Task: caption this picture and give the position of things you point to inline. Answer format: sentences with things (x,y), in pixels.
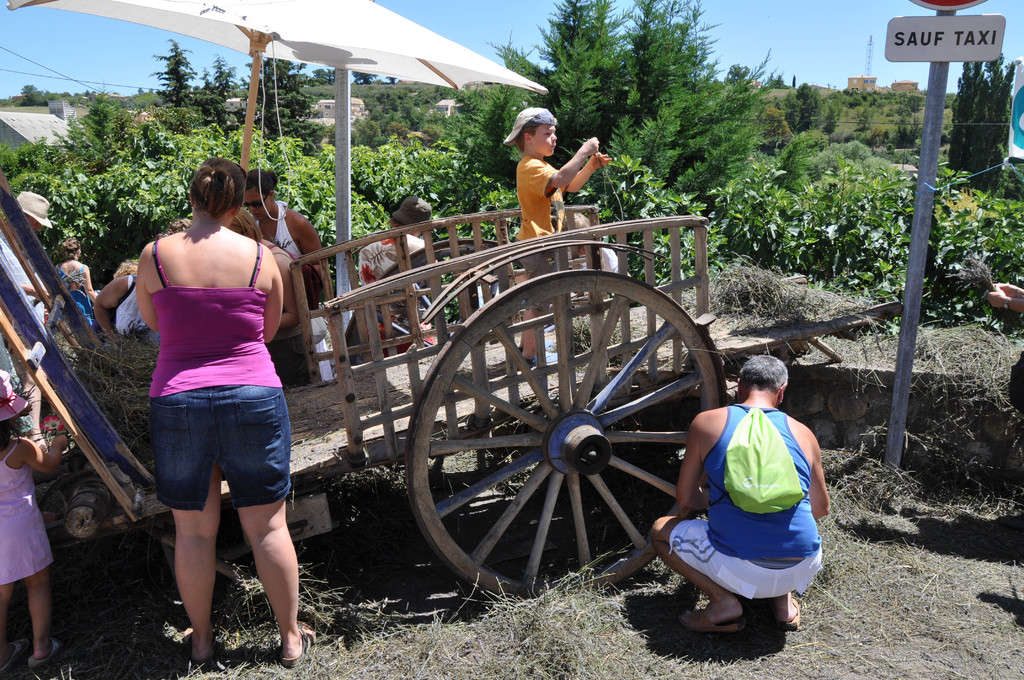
On the left side (30,462), there is a girl (16,497) in a pink color dress (20,509). Beside this girl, there is a woman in a skirt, standing in front of a horse cart (4,308), on which there is a boy (518,129) and grass (786,278). On the right side (788,536), there is a person (758,385), wearing a green color bag (762,428) and squatting on the ground (945,530), on which there is grass (718,657) and there is a person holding grass (964,263). Beside this person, there are two sign boards (939,50) attached to a pole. In the background (637,209), there are other persons (271,177) under a white color umbrella (406,47), there are trees (697,93), a pole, plants (863,194), a tower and sky (445,19).
